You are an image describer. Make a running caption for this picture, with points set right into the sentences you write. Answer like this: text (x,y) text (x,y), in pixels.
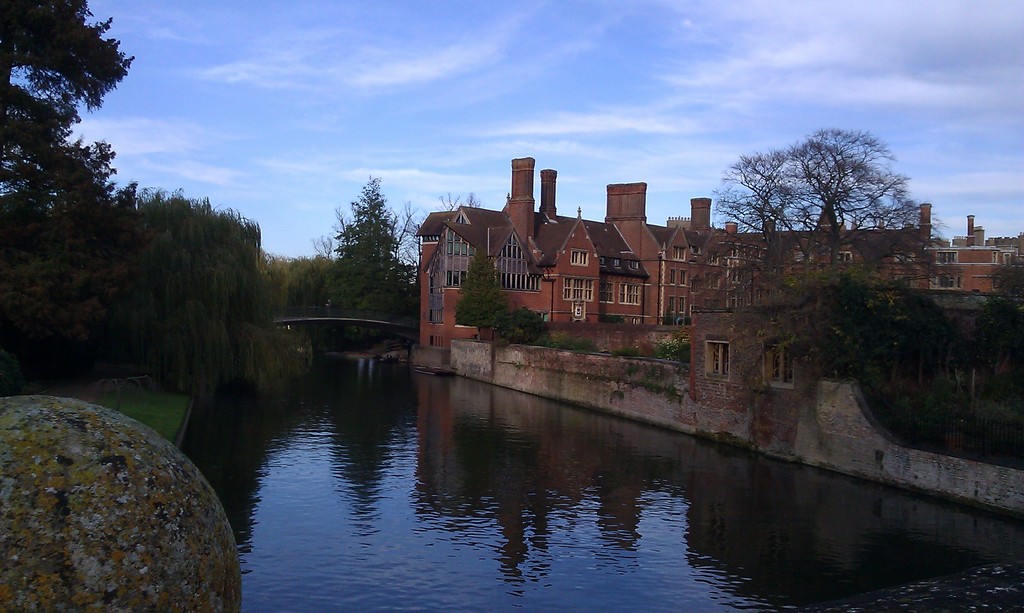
In this image I can see there is a lake (406,545) beside that there are so many trees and building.
